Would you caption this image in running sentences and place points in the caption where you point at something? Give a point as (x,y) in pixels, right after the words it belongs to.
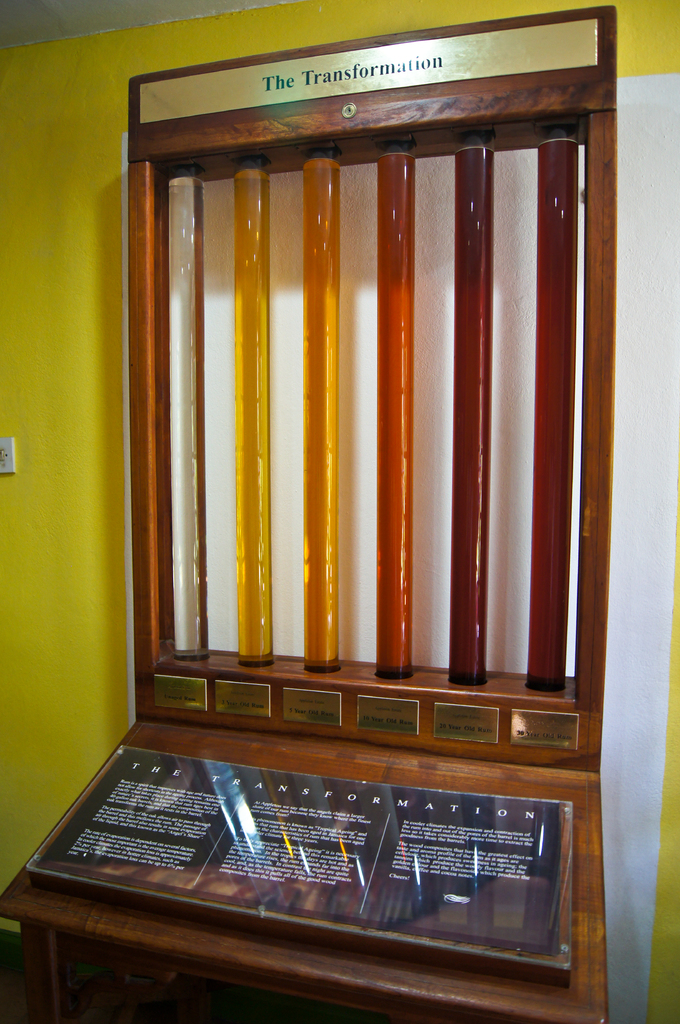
This image seems to be like a display case (458,38) and in the background (69,216), there is a wall (79,504).
